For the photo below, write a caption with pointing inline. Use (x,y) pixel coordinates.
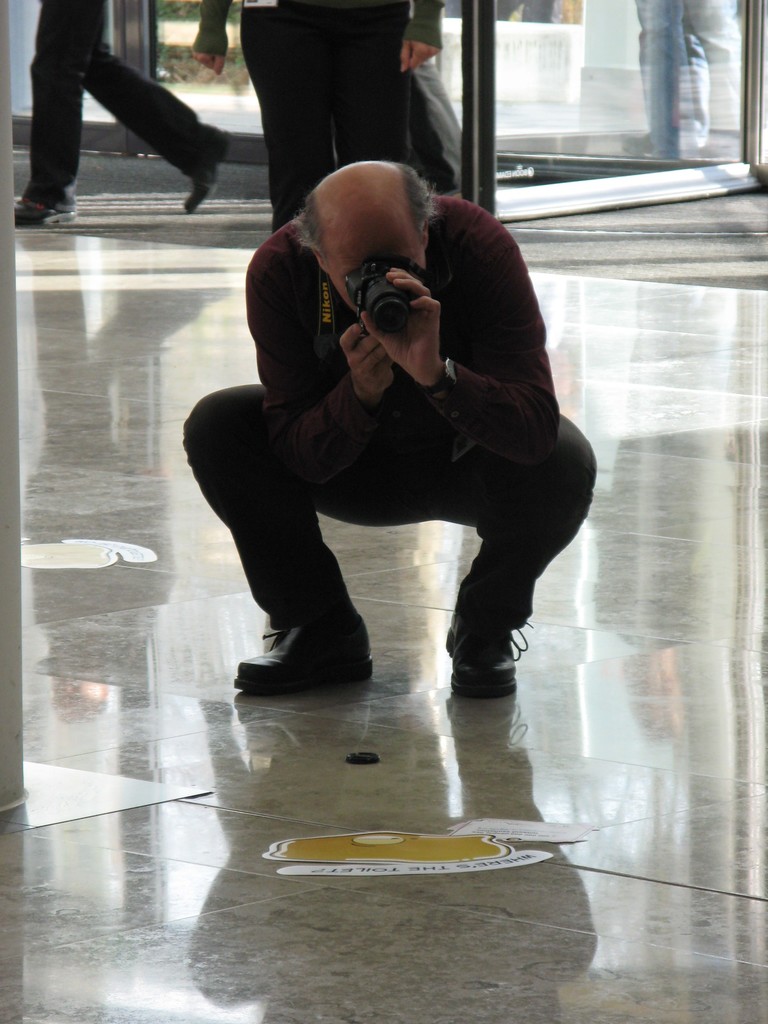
In the picture we can see a man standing and bending on legs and capturing a picture with a camera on the floor (707,834) and in the background (575,13) we can see some persons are walking and some are standing near the glass door (576,202).
